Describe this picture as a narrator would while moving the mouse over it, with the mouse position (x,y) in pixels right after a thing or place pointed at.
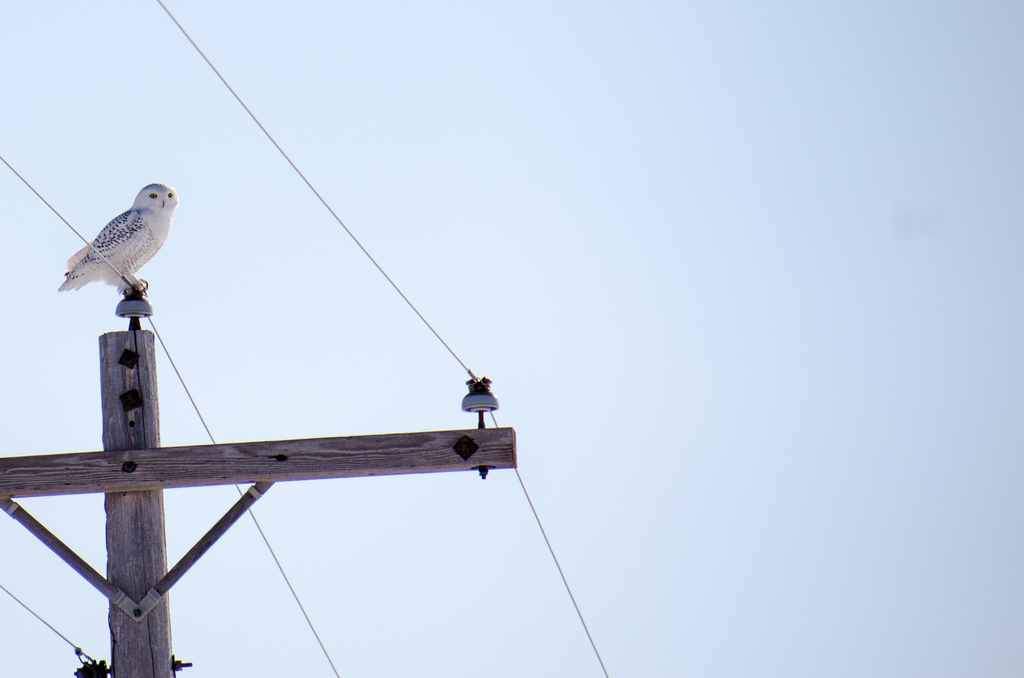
On the left side (174,192), there is a white color bird (127,227) on an insulator (138,307). This insulator (139,321) is attached to a wooden pole (127,378), which is having another two electric feeder (54,632). In the background (695,287), there is a clear sky (493,210).
